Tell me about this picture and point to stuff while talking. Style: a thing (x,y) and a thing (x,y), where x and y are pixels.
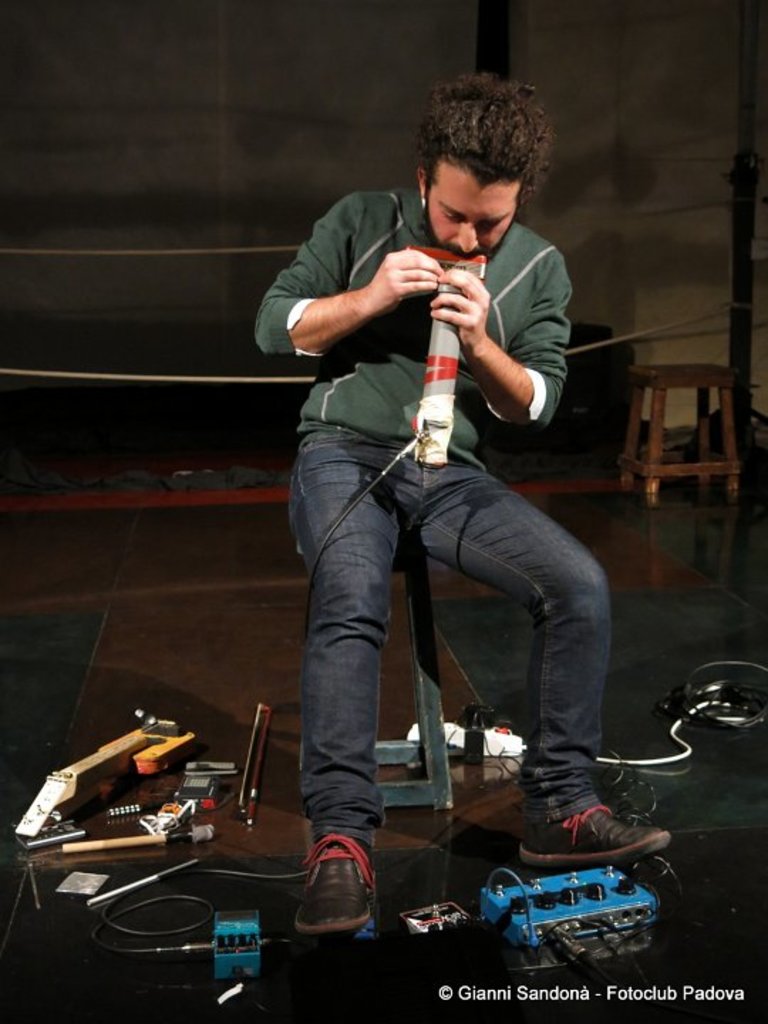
In this image, we can see a person (288,292) sitting on stool (413,620) and holding a gadget (442,356) with his hands (436,311). There are some objects (555,932) at the bottom of the image (593,903). There is an another stool (692,365) on the right side of the image (734,436).
